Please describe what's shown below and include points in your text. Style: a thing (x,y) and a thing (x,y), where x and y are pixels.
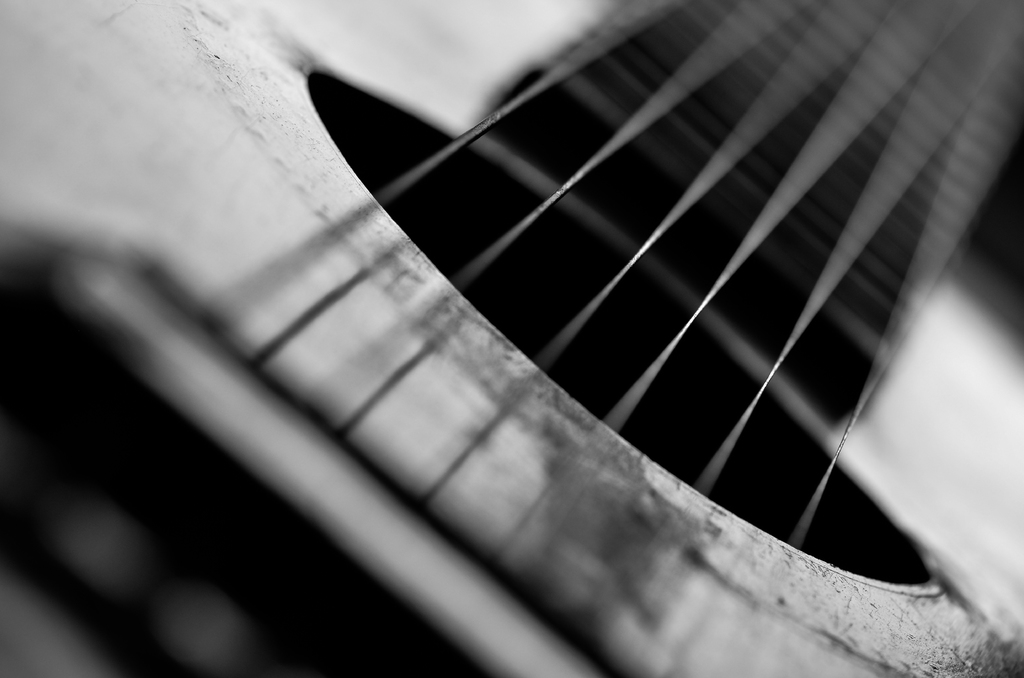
In the picture I can see a closer view of the guitar (368,669) and I can see the strings (573,184) of the guitar (594,164).
